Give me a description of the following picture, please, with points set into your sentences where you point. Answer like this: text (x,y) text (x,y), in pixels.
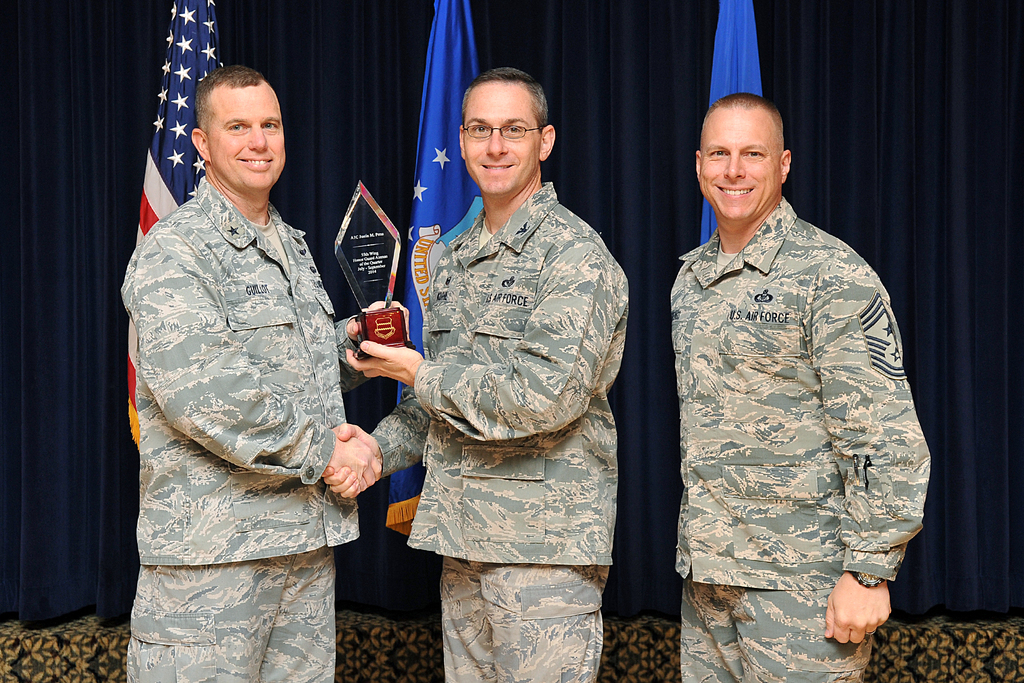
In this image, we can see two persons (531,272) shaking hands (343,455) and holding an award (365,312) with their hands (381,352). There is an another person (825,336) on the right side of the image (829,339) standing and wearing clothes (837,511). There are flags (448,77) in front of the cloth (54,408).
